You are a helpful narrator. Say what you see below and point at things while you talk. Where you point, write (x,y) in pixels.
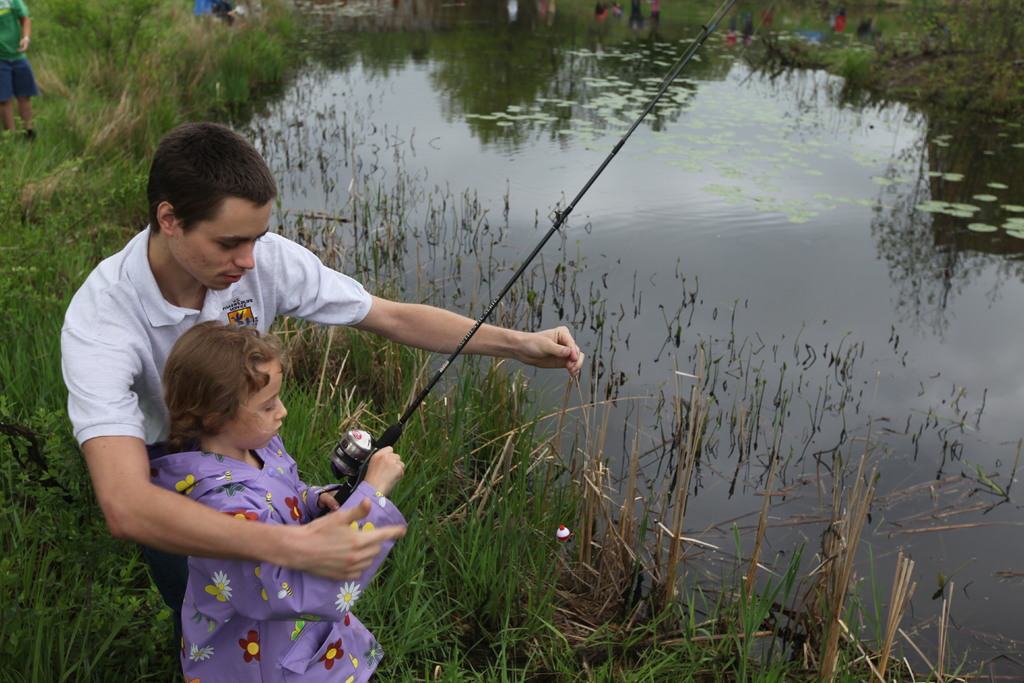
The girl (287,648) in violet jacket (278,581) is casting a fishing line (343,469). Beside her, the man (122,337) in white T-shirt (141,369) is teaching her. Beside them, we see grass (120,127). In front of them, we see water (851,253) and this water (667,222) might be in the pond (723,275). In the background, we see people (614,18) standing. In the left top of the picture (12,18), the man (11,39) in green T-shirt (10,12) is standing.
